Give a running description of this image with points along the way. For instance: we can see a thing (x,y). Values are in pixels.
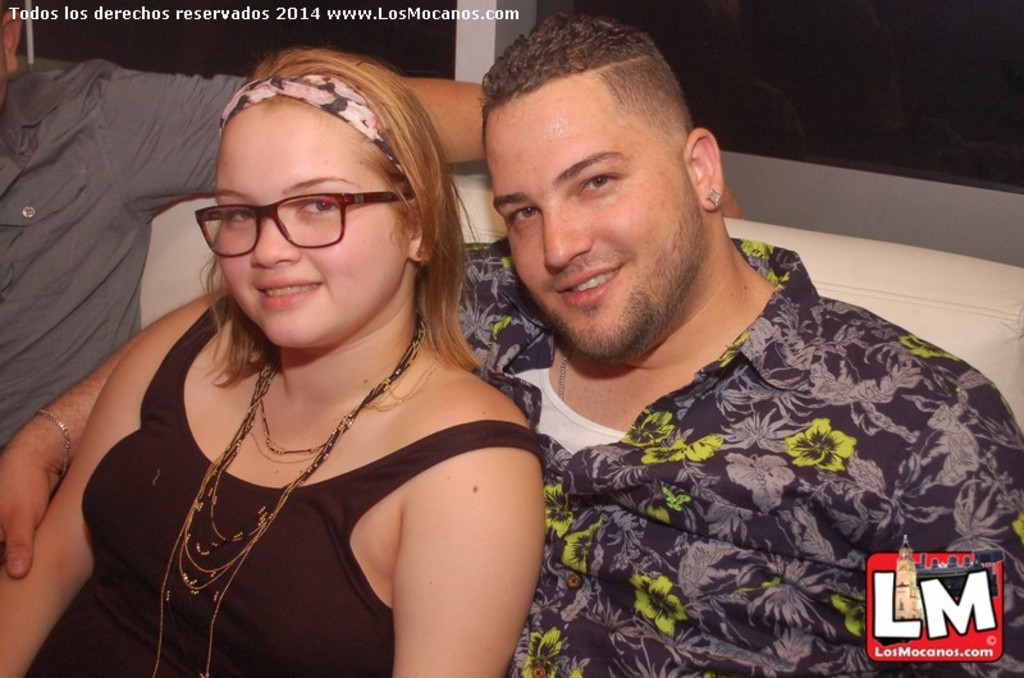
In this image, we can see few people (119,431) are sitting. Here we can see woman (432,403) and man (671,337) are smiling and seeing. Background (473,55) there is a dark view and pole (495,51). Top of the image (26,18), we can see some text (416,15). Right side (972,634) bottom corner, there is a logo (929,648).
